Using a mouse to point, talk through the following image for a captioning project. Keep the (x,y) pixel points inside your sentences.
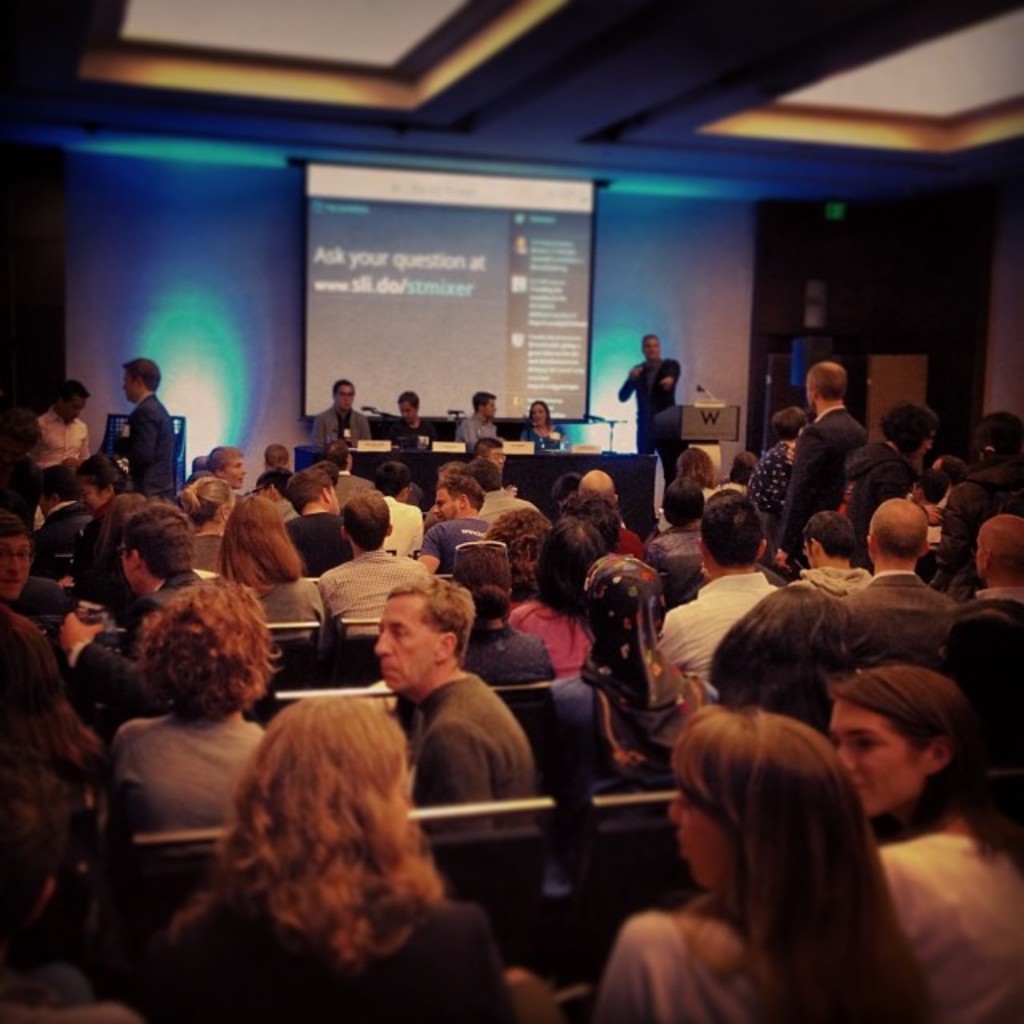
This image is taken in auditorium (676,753). There are people (460,782) sitting on the chairs (440,867). In the background (489,270) there is a screen (404,287). There are also four people (419,426) sitting on the stage (608,437). Mike's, podium (678,412) are also visible. There is a person (652,385) holding mike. At the top (560,81) there is ceiling (606,48).
